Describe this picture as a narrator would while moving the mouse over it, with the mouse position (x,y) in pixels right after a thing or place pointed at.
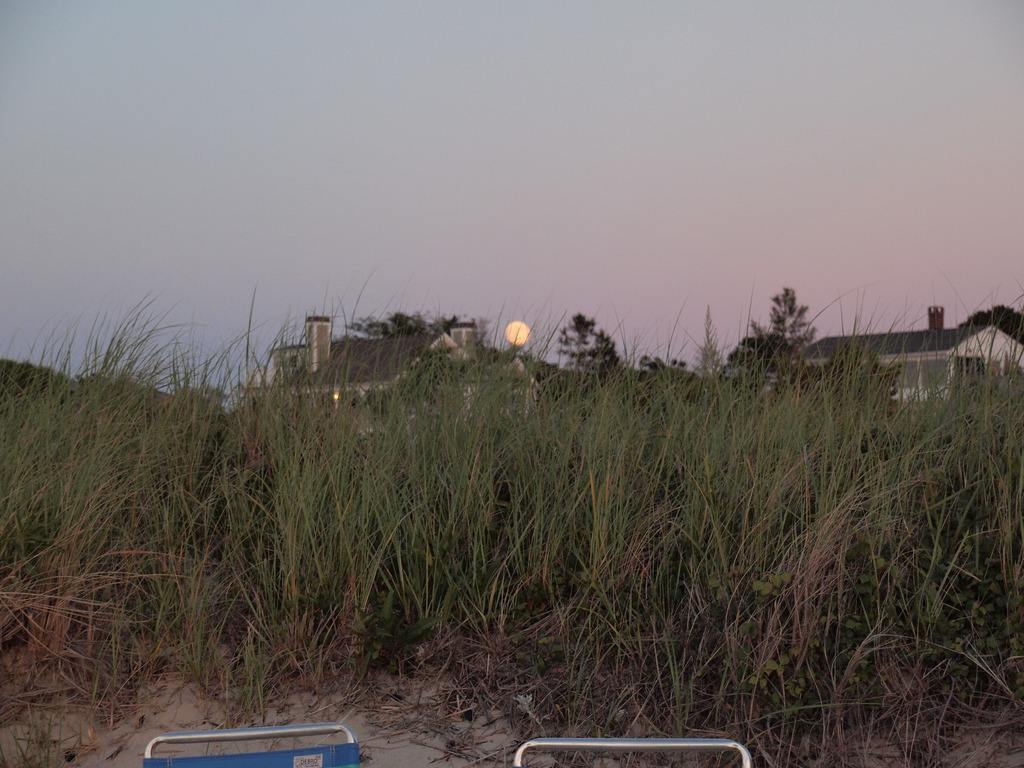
At the bottom of the image (647,748) there are chairs (258,732). There is grass (383,471). In the background of the image (533,304) there are houses (949,387), moon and sky (480,196).
